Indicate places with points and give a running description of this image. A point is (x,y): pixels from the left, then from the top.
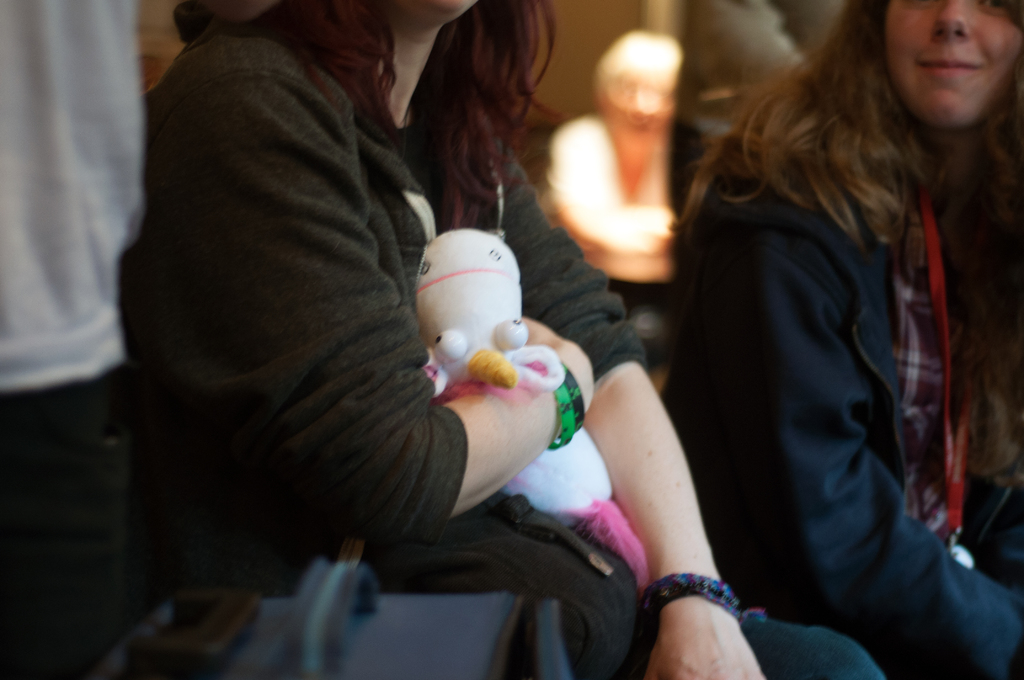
In the picture we can see two people (363,522) are sitting and one person (676,490) is holding a doll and behind them we can see a person (654,249).
